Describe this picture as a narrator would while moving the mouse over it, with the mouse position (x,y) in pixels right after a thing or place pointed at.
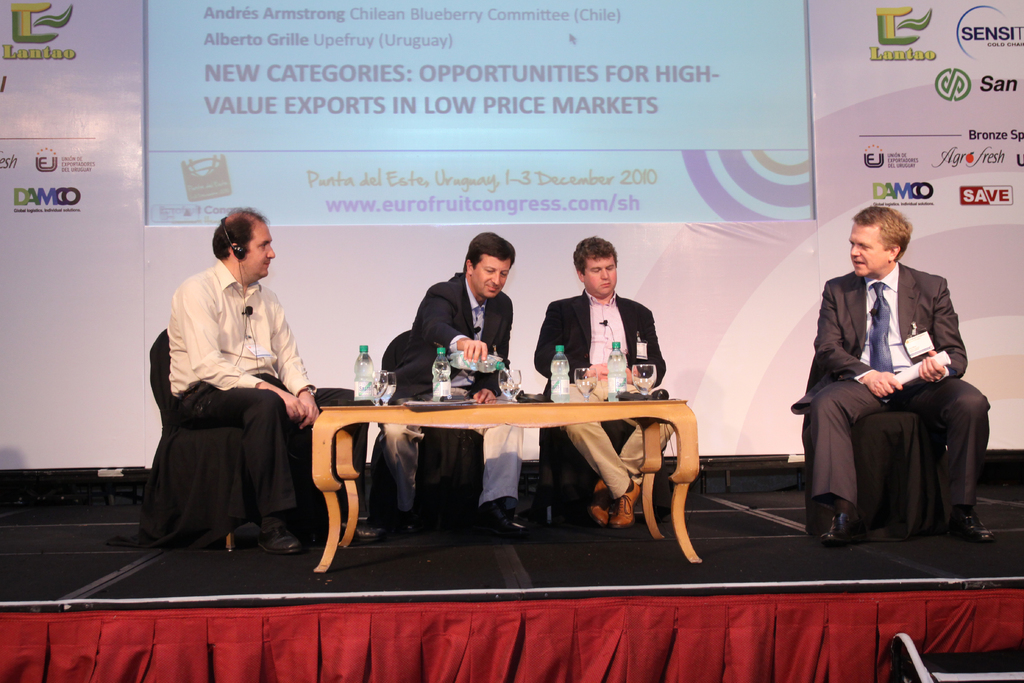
There are a four people (495,389) sitting on a stage (1006,535). There is a man (824,496) on the right side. He is wearing a suit (916,289) and he is talking. There is a man (295,383) on the left side (200,378) sitting on a chair (208,527). This is a wooden table (374,417) where a bottle (440,385) and a glass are kept on it.
